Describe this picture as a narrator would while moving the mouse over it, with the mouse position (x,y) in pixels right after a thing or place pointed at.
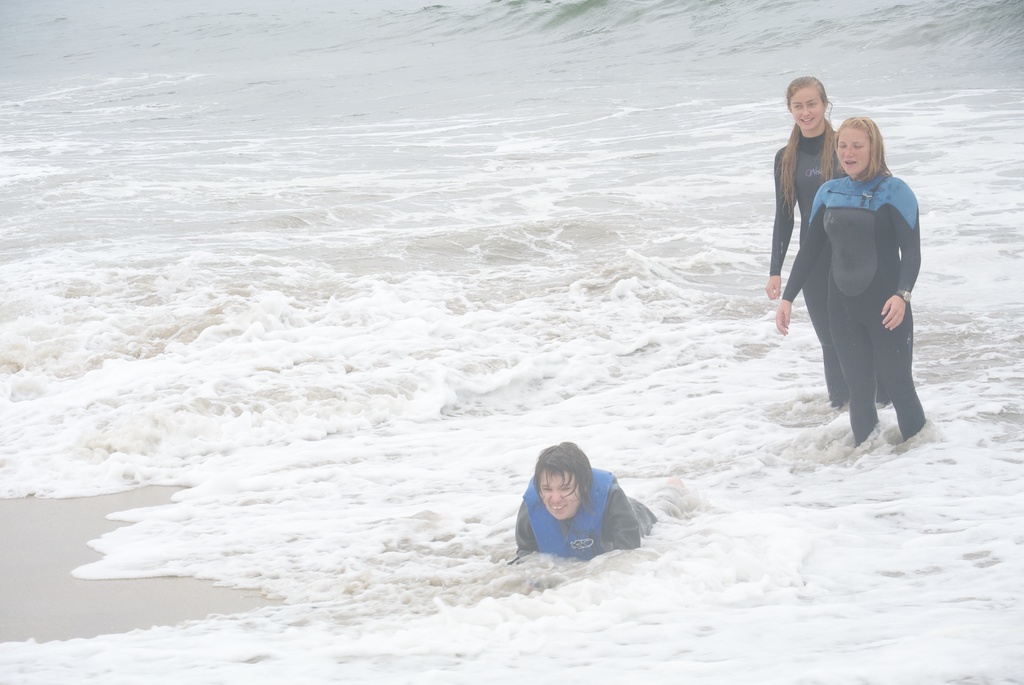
In this image we can see three women (815,159). In the background (660,211) we can see the water (652,300).
